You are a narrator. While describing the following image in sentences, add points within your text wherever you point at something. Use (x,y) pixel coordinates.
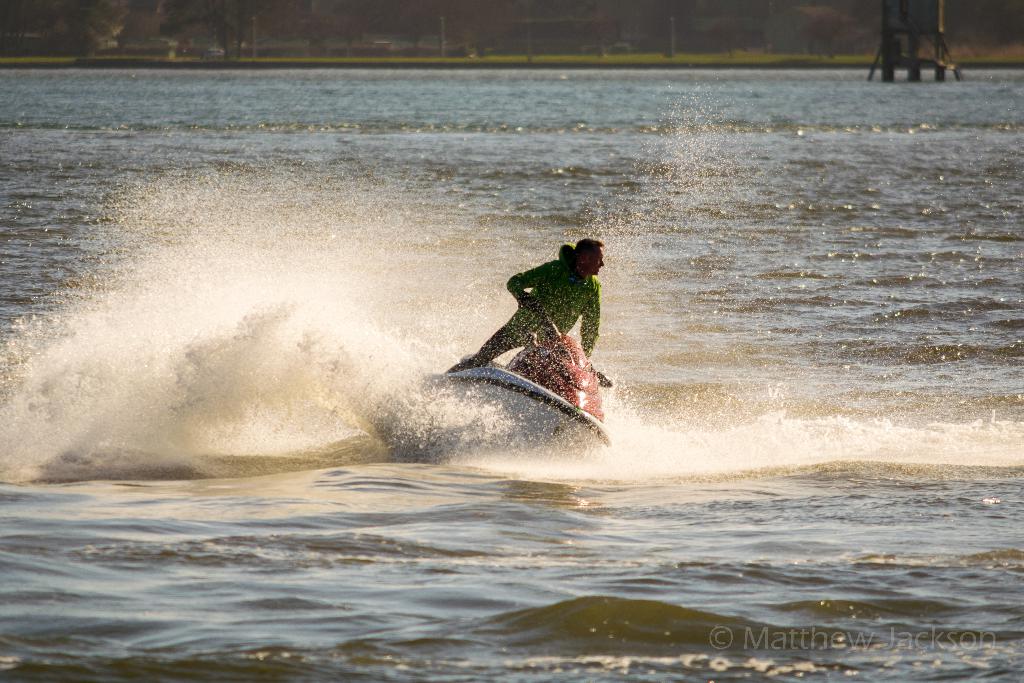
In this picture we can see a person (562,309) riding a speed boat (584,359), at the bottom (483,575) there is water (483,575), in the background (766,44) we can see trees (487,12) and grass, there is some text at the right bottom (880,640).
